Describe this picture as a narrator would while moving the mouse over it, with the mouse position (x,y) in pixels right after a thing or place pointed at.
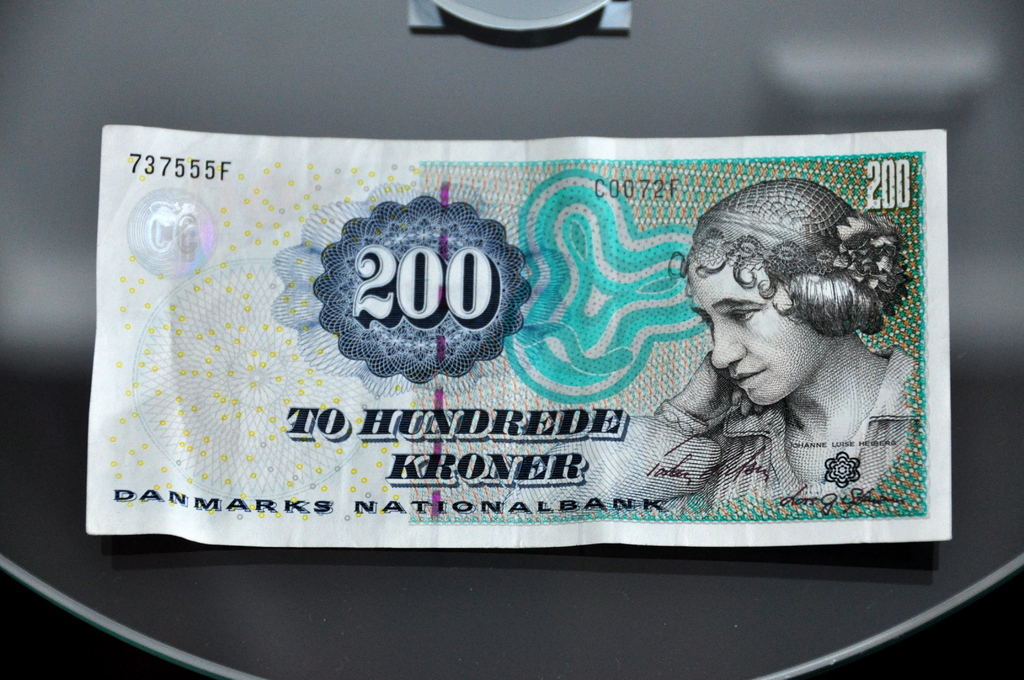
In this image there is a currency note (741,168) kept on an object (221,49).
